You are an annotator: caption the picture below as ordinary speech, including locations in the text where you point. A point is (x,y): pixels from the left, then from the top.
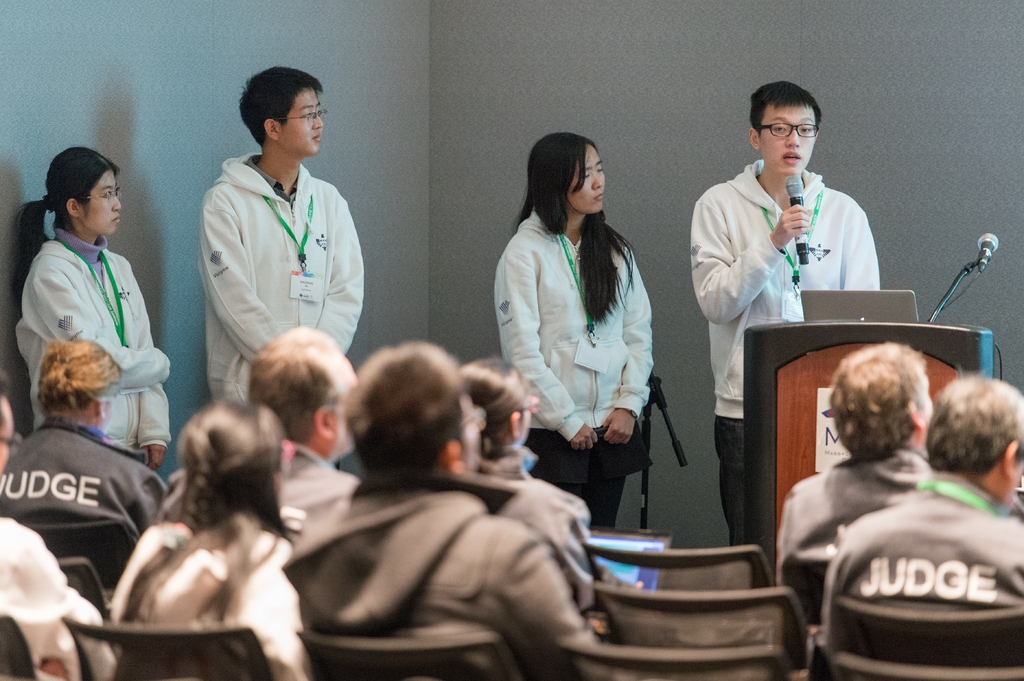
In this picture we can see some people (953,516) are sitting on chairs (699,551), there are four persons (813,279) standing in the background (757,236), a person (776,227) on the right side (805,263) is holding a microphone (807,262), we can see a podium (970,345), and microphone (985,265) and a laptop (906,318) on the right side (871,317), in the background (1014,348) there is a wall (385,76).
